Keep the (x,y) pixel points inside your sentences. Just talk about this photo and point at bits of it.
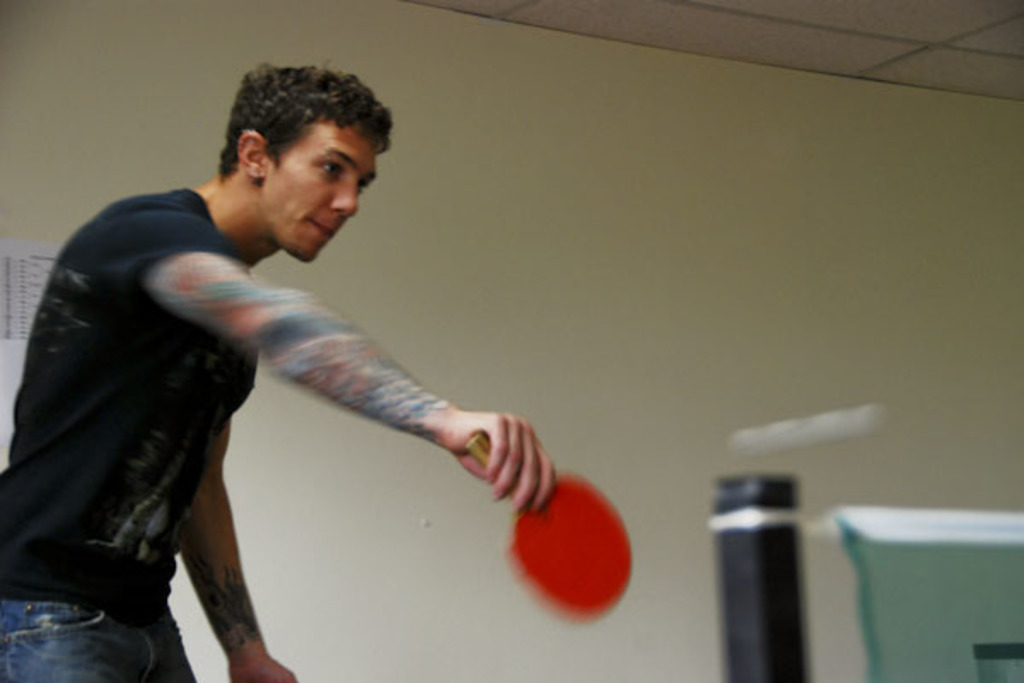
in this image in the center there is a person (147,482) standing and holding a bat (560,543) and on the right side (887,574) there is net (943,602) which is green in colour and there is a pole (782,552). In the background (19,318) there is a poster (9,301) on the wall (447,240) with some text (24,295) written on it
